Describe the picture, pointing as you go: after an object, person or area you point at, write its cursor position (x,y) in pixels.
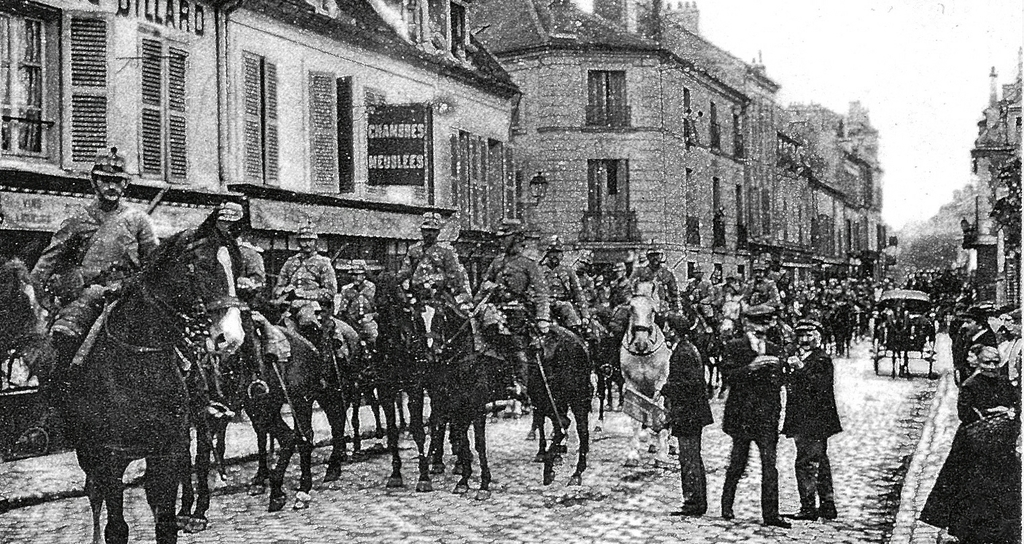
in this picture we can see people (256,260) sitting on the horses (377,284) there are buildings (205,79) near to them, the people (343,289) were on the road (880,405), some of the people (812,354) were standing away from them.
